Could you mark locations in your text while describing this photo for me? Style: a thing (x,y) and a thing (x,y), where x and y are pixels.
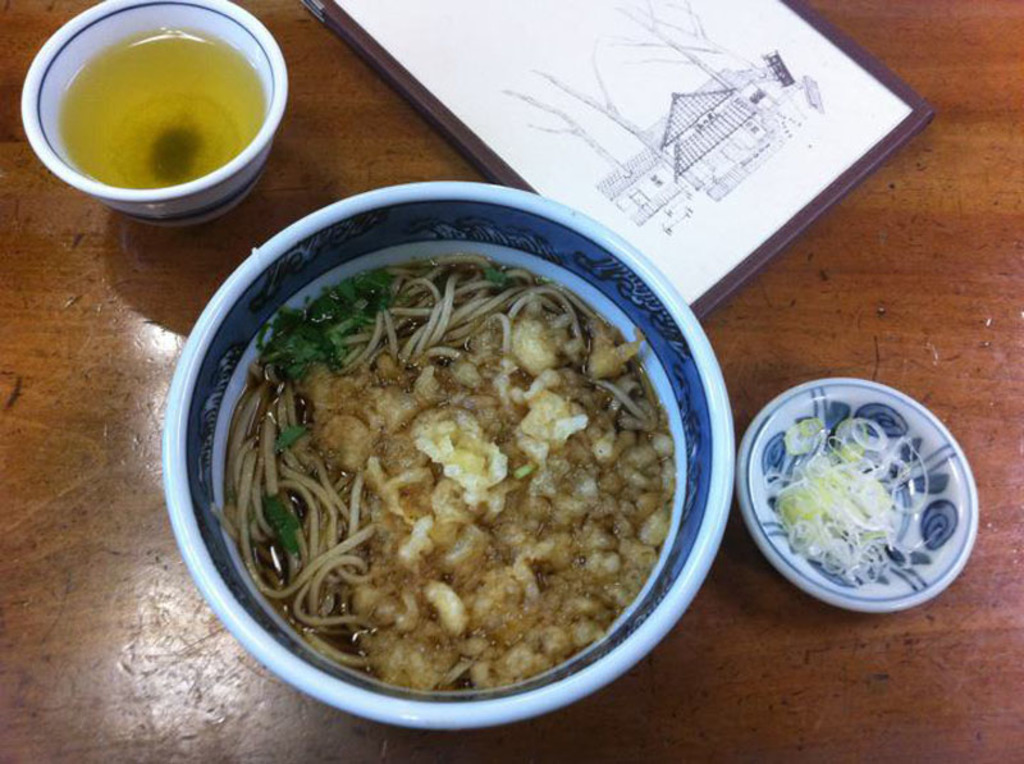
Bottom of the image (279,677) there is a table (156,600), on the table (187,655) there is a bowl (225,540), cup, saucer (918,550) and frame (742,29) and food (271,439).
